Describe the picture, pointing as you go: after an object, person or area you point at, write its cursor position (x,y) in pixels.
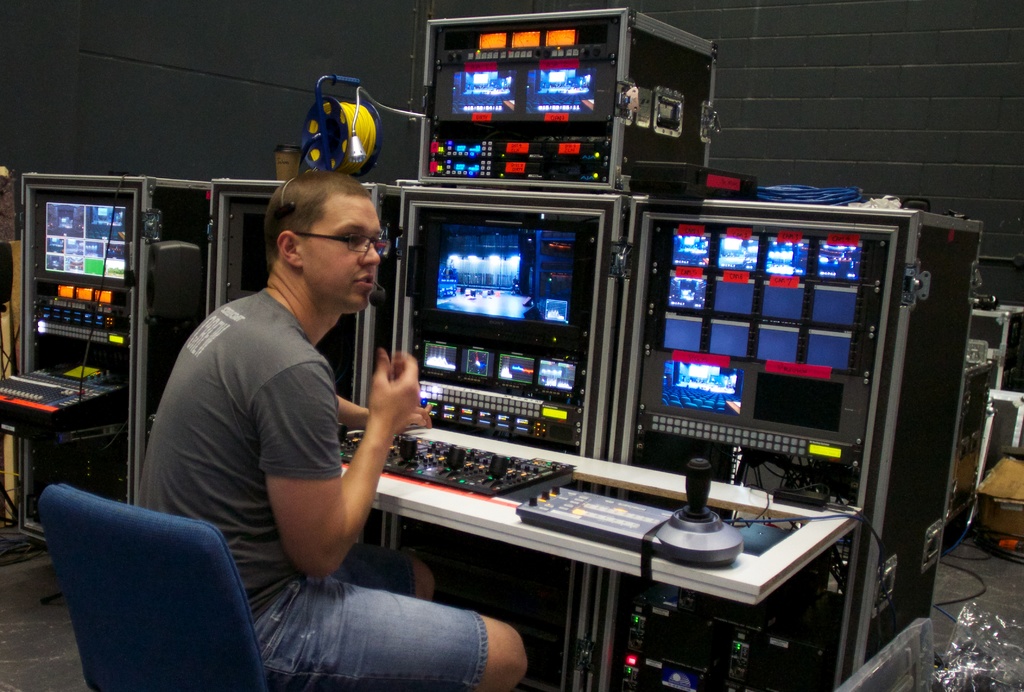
In the center of the image (359,254) a person (254,383) sitting on the chair (223,578) at the editing equipment (457,247). In the background (822,62) there is a wall (262,13).
